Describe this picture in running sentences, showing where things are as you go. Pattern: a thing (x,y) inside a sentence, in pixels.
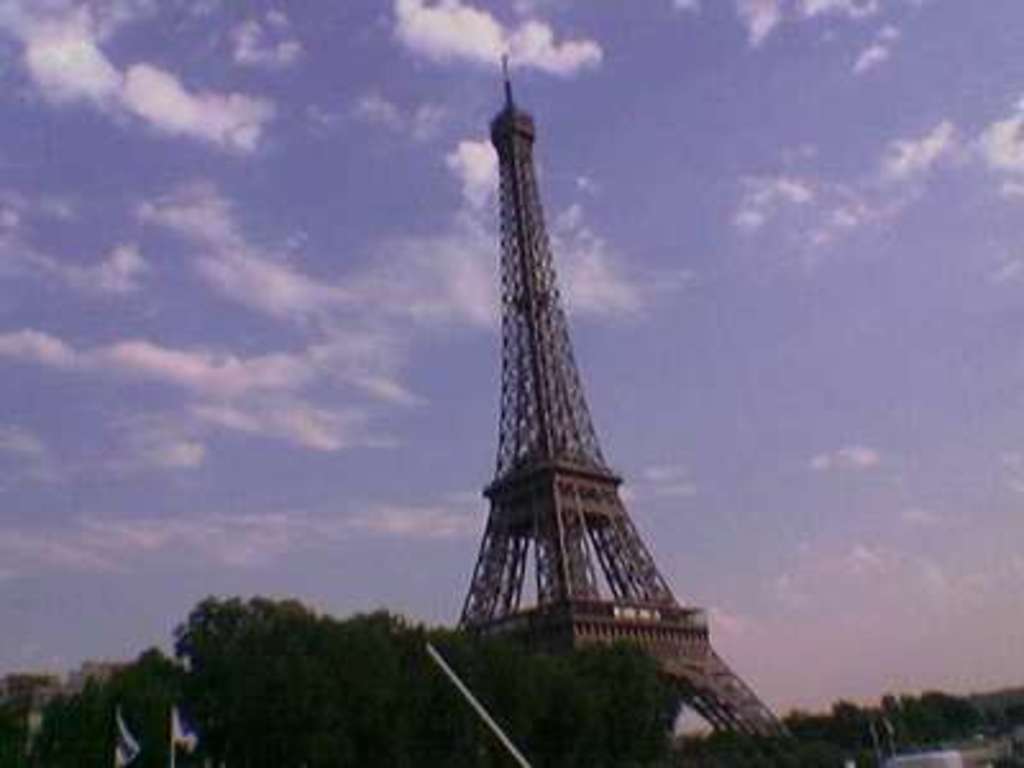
in this image there is an Eiffel tower (573,492) in the middle (589,437). At the top (727,137) there is sky (771,156) with the clouds (572,62). On the left side (224,647) there are trees (240,679) beside the tower (650,631).
